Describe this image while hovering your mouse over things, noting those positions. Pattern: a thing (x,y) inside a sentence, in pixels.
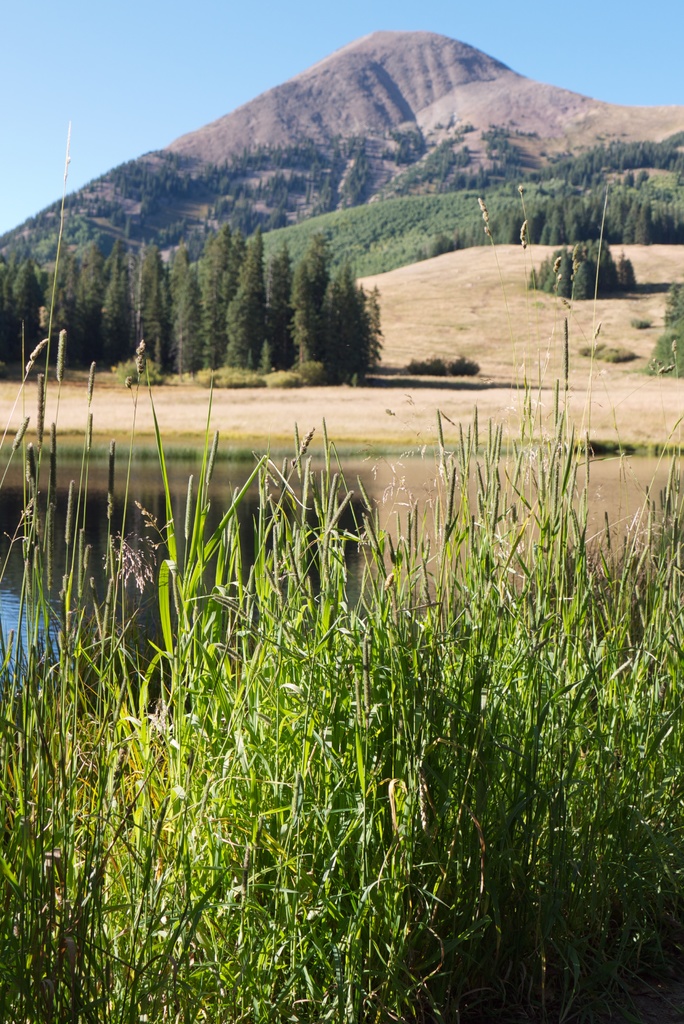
In this image I can see mountains (294,236), trees (235,334), water (152,584) and the green grass (303,641). The sky (283,44) is in blue color.
